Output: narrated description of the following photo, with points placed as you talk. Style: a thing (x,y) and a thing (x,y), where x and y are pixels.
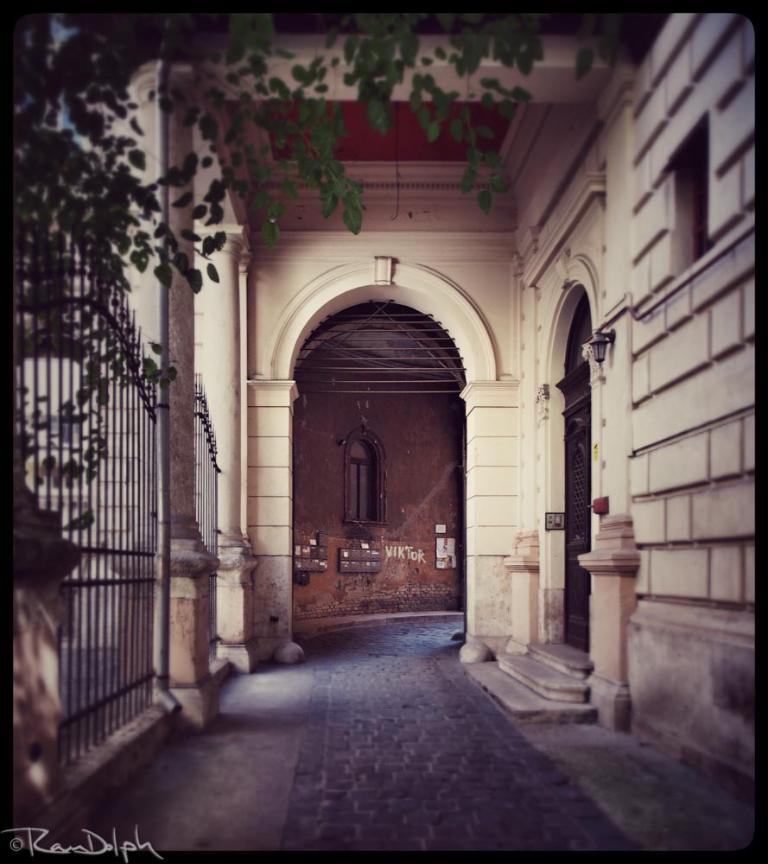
In this image I can see a wall (670,495), door (571,557) and a window (380,484). Here I can see a fence (120,547) and a tree (241,64). I can also see a watermark (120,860) over here.
